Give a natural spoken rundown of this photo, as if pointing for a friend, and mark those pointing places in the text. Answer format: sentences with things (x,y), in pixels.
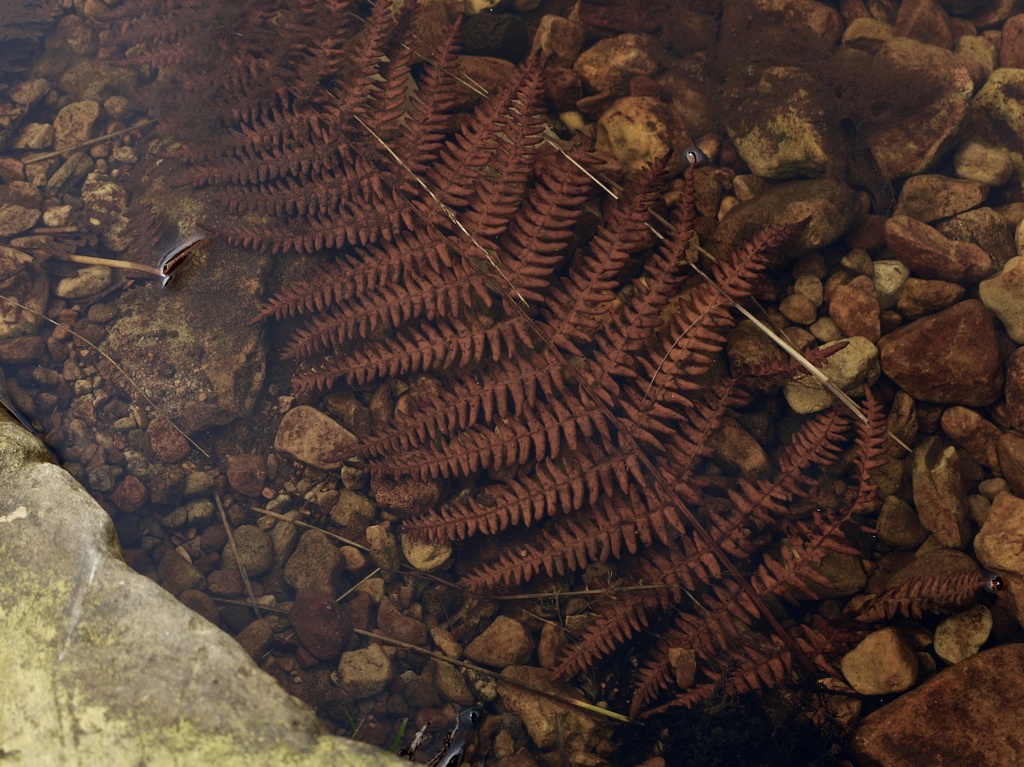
In this picture we can see stones (146,278), leaves (328,293), sticks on the ground (198,465).
